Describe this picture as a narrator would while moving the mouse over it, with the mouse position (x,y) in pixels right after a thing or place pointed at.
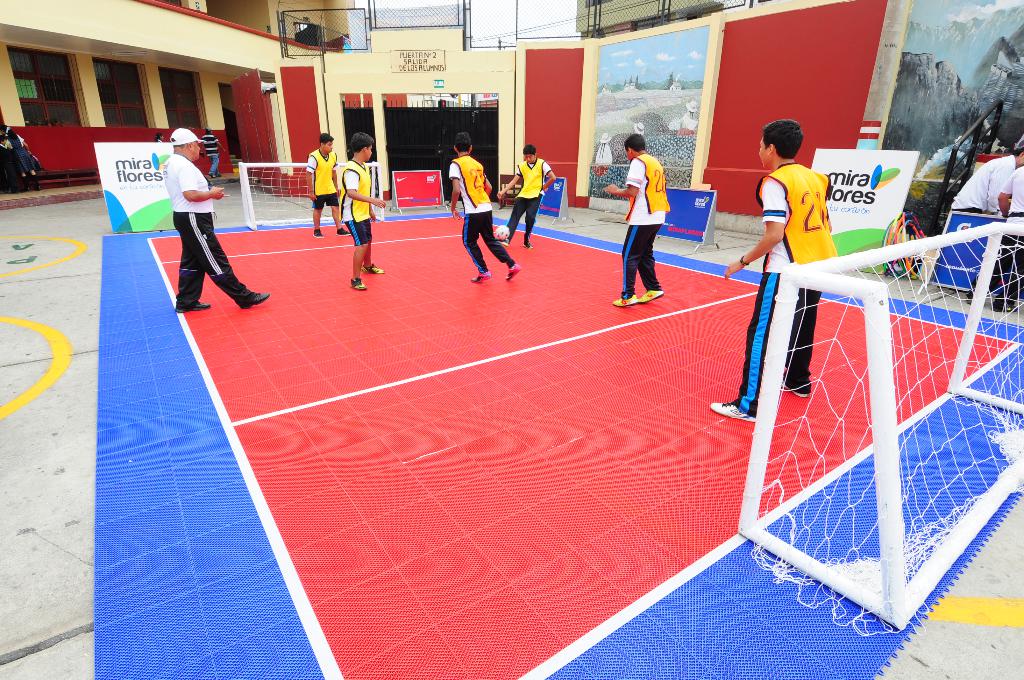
In this picture there are few people (645,261) standing on a red color ground (524,348) and there is a net (920,322) on either sides of them and there is a building (242,55) and some other objects (464,116) in the background (575,139).
